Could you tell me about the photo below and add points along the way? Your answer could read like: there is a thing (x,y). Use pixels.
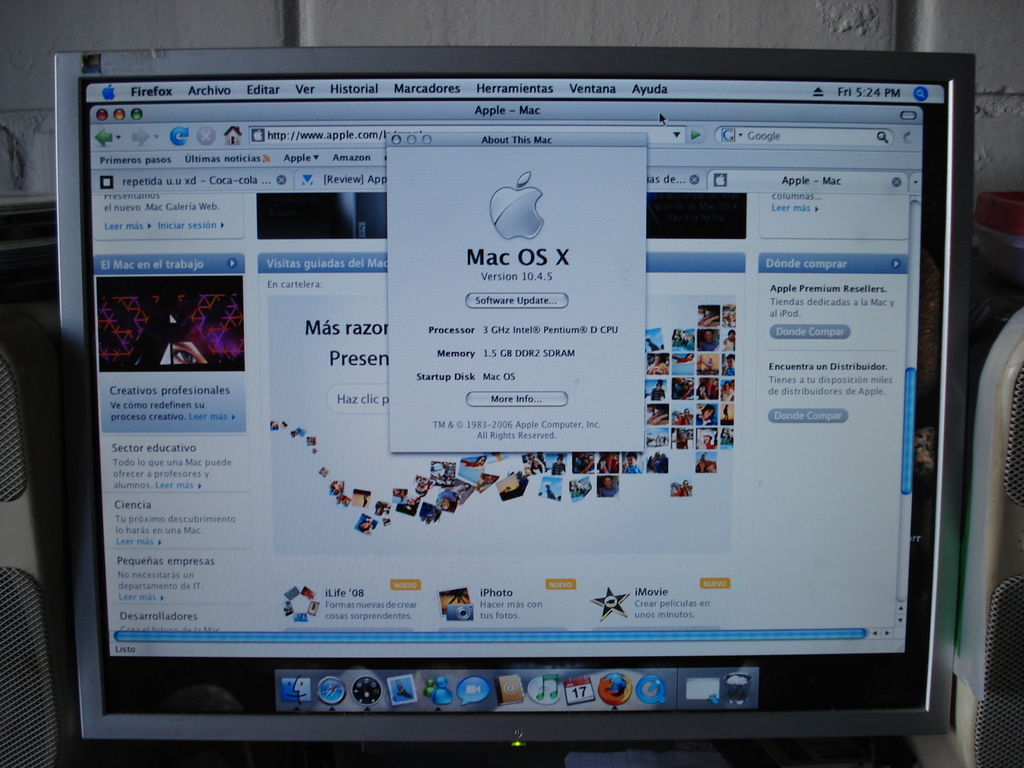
This image is taken indoors. In this image there is a monitor (218,521) and speaker boxes (1007,528). On the screen (346,397) there a few pictures (330,216) and there is a text (551,322) on it.
